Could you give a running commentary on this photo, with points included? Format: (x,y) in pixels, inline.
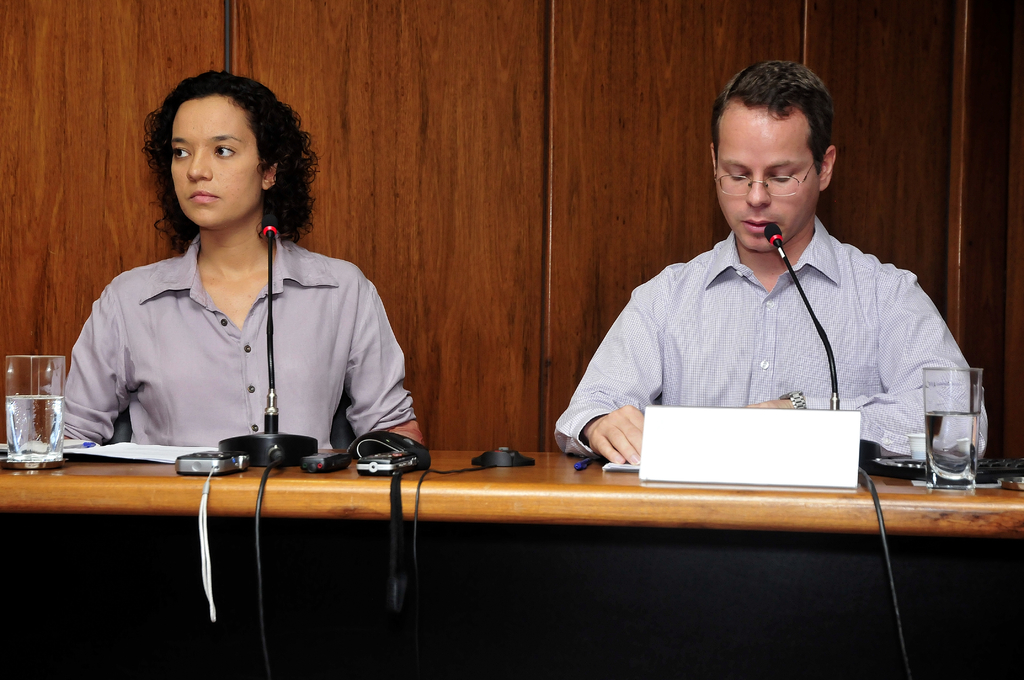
There are Mics (279,435), glasses (51,451) and other objects (229,470) are kept on the table (181,495) which is at the bottom of this image (434,602). There is one woman (247,275) sitting on the left side of this image (202,276) and a man (798,273) sitting on the right side of this image (849,298). We can see a wooden wall (506,162) in the background (123,105).
